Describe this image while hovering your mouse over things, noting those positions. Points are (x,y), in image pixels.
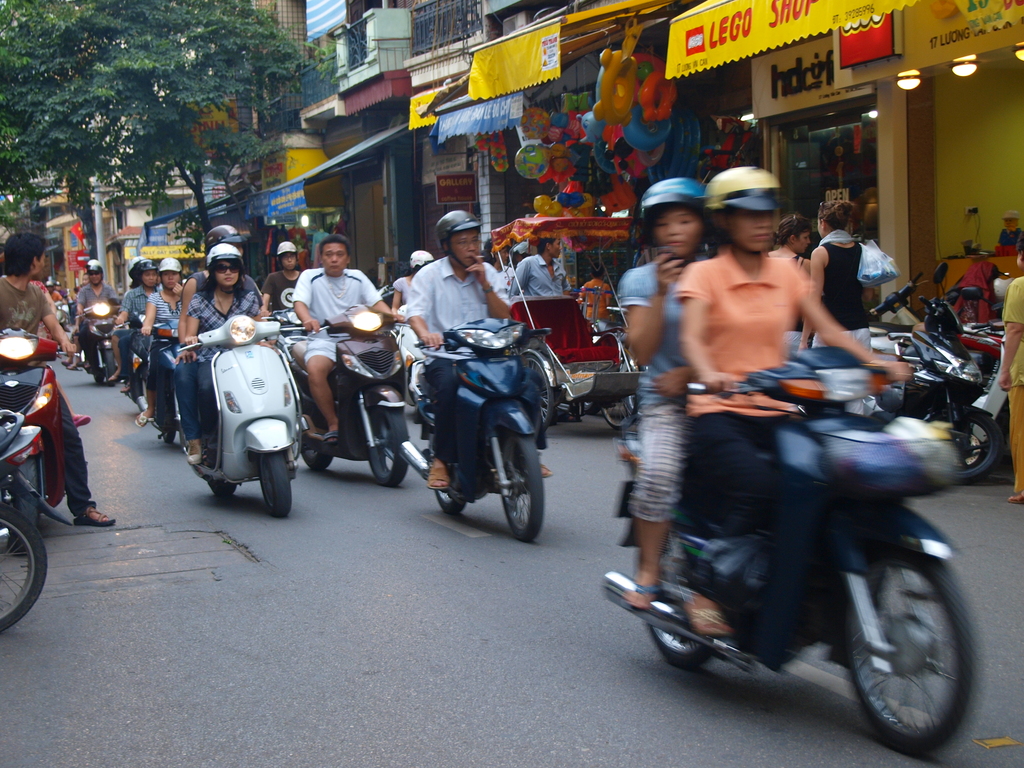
This is a picture taken in the outdoors. There are group of people (702,360) riding the motorbike (220,382). On the right side (772,134) to them there are shops (919,167). Background of this people (29,306) is a tree (126,88) and building (170,208).
